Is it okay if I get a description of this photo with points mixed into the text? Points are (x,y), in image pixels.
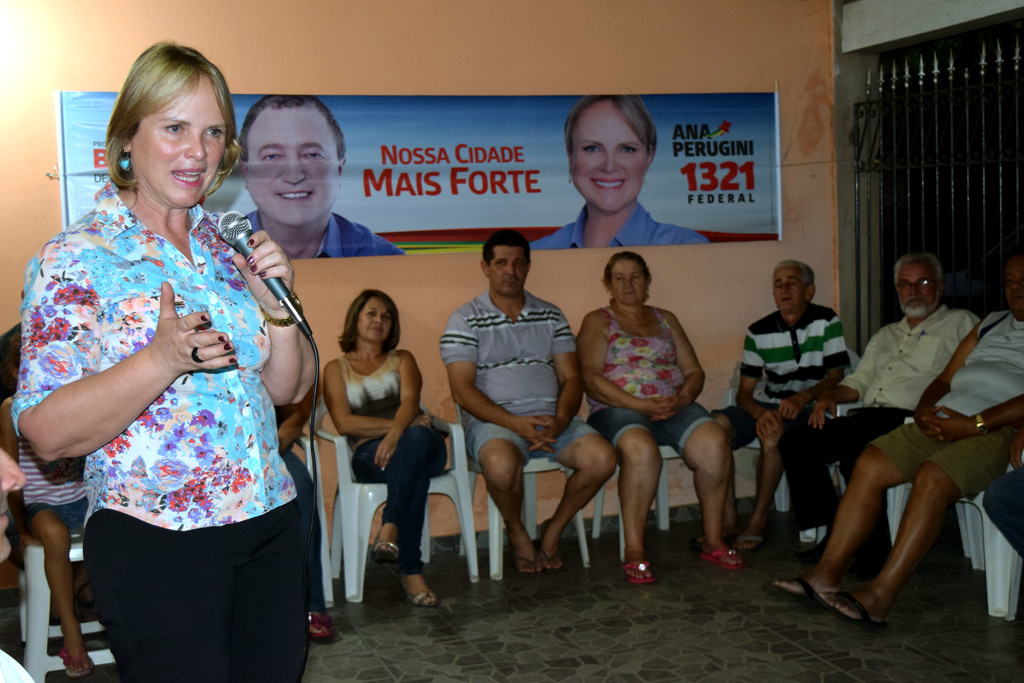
There is a lady (66,363) holding a mic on the left side of the image (245,369), there are people (594,396) sitting, a poster (568,211) and a metal gate (868,186) in the background (915,148), it seems like a light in the top left side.
